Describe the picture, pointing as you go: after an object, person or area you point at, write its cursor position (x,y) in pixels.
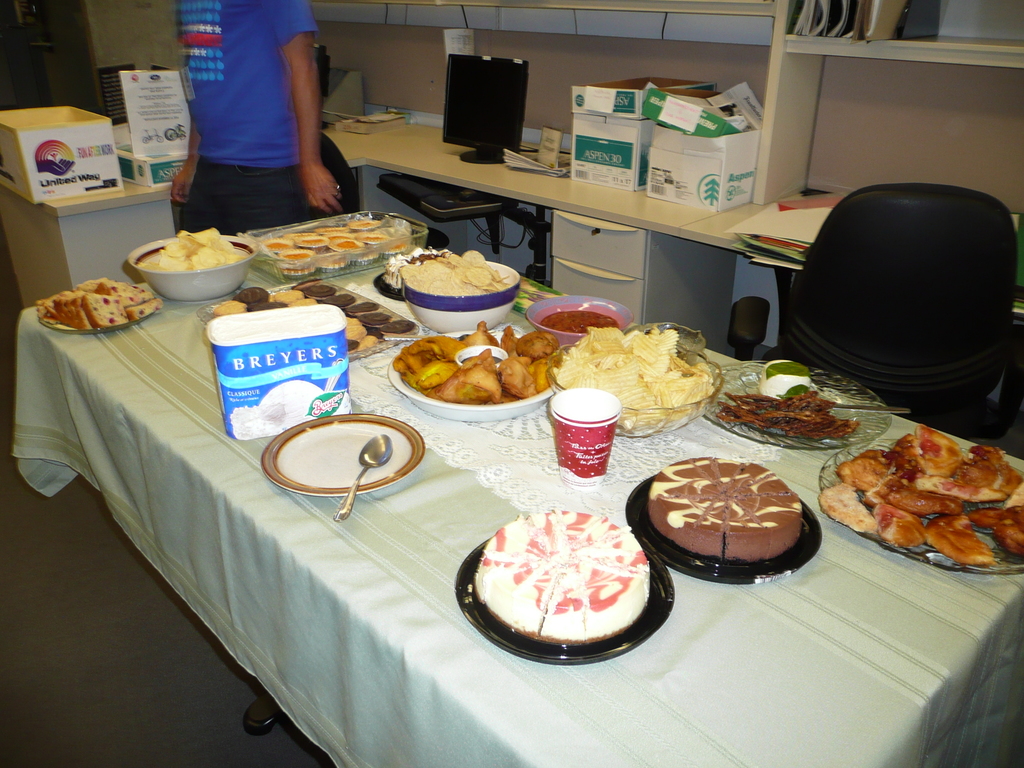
There is a big table (142,407) which is covered by a white cloth (412,411) and on that table (490,444) there are some food items (956,503) kept on the table (505,442), In the right side of the image (845,236) there is a chair (909,274) in black color, In the background (489,90) there are some shelves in that there are some white color boxes (623,134) and a computer (493,117), And a man (251,81) is standing.
